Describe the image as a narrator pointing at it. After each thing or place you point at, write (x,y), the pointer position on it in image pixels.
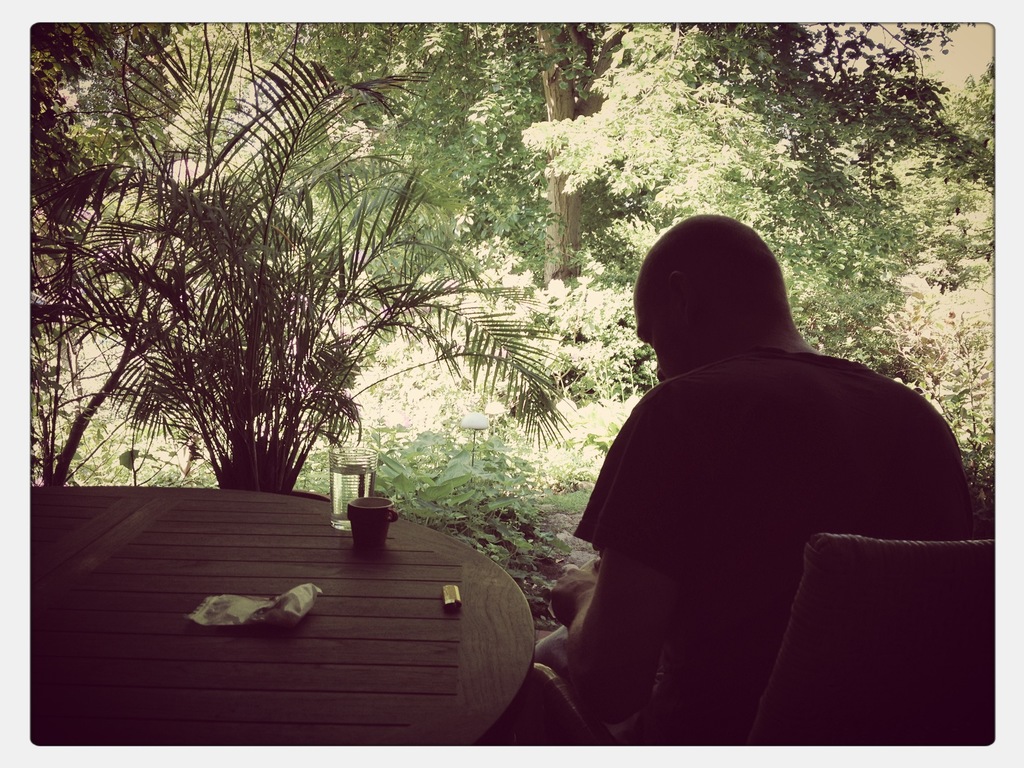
In this image I can see a person (721,452) sitting on chair (827,588) in front of table (413,572) on the table (392,547) I can see glasses (354,456), there are some trees (366,183) and plants (318,263) visible in the middle (416,349).
